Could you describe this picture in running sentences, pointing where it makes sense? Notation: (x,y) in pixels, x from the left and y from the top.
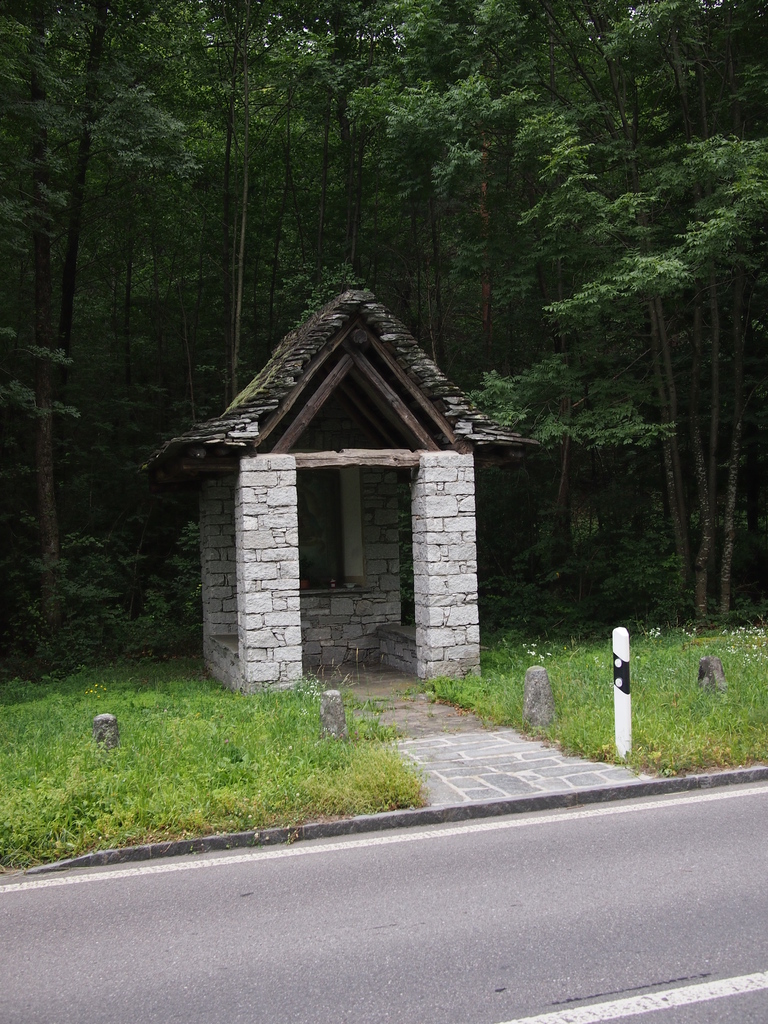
In this picture we can see a shelter (332,514) in the middle (267,635), at the bottom (228,704) there is grass (207,735), we can see some trees (283,212) in the background (385,192).
